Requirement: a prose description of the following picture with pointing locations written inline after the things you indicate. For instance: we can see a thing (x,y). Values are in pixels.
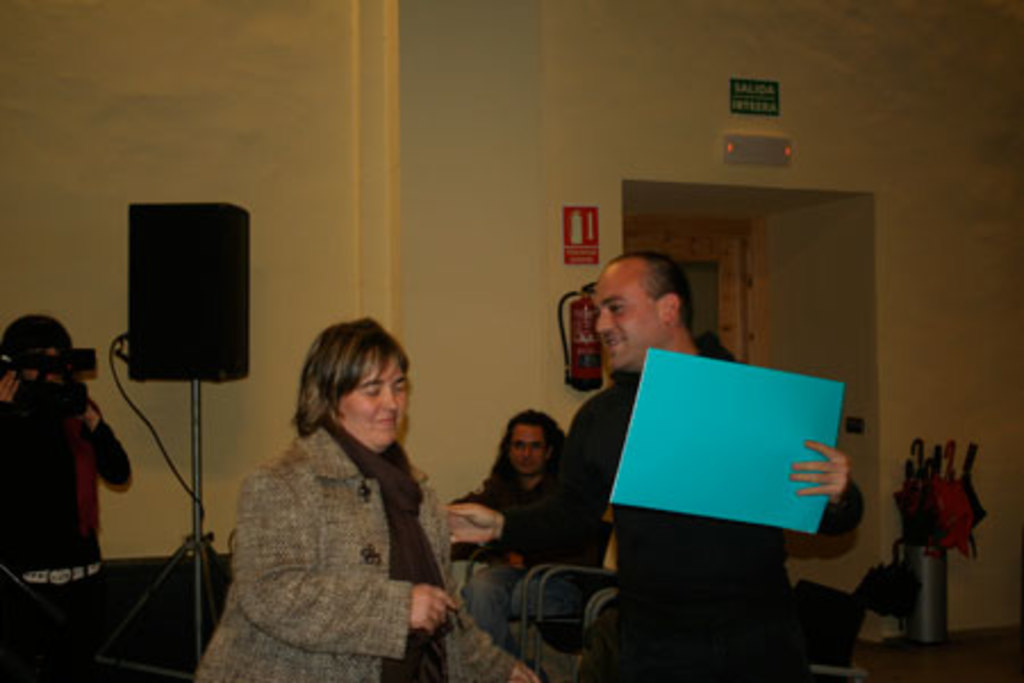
In this image there are people (556,476), fire extinguisher (562,321), umbrellas (929,479), boards (764,111), door (649,240), speaker (210,292), stand (200,577), chairs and objects (929,583). Among them one person (539,486) is sitting on a chair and another person (33,508) is holding a camera (42,413). In the front of the image (617,366) a man (666,265) is holding a blue card (706,472).
